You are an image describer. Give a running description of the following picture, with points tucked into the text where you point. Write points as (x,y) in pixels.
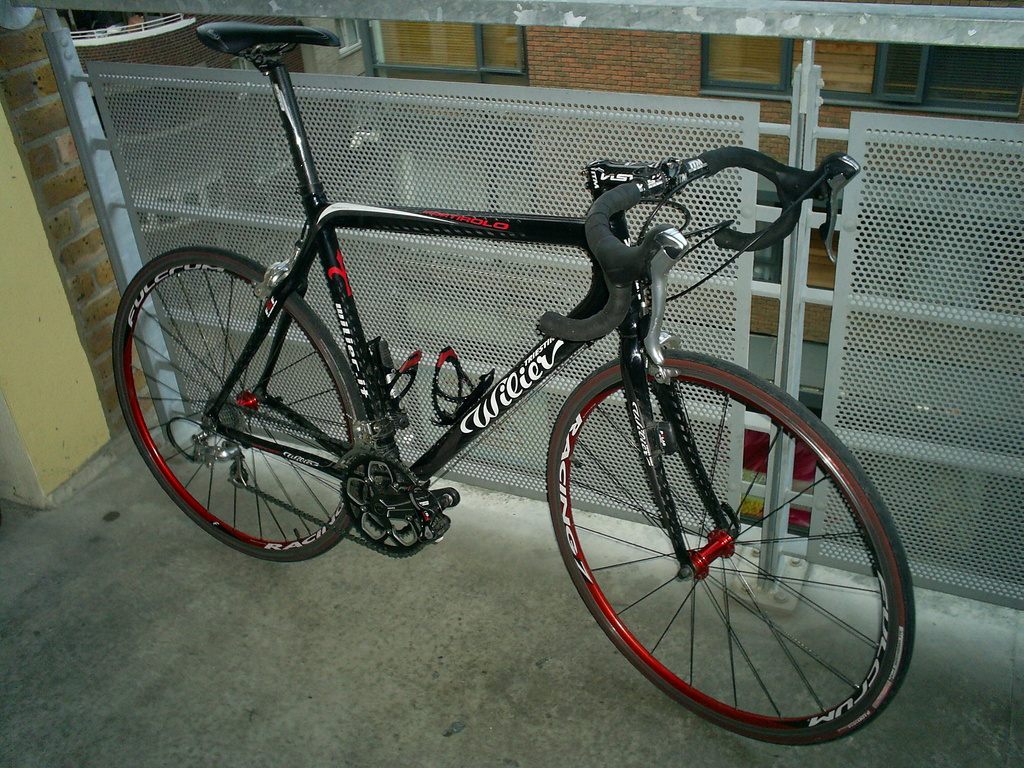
In this picture we can see a bicycle (676,418) here, there is a fencing (691,125) here, in the background (680,89) we can see a wall (668,71) and a window (718,61).
